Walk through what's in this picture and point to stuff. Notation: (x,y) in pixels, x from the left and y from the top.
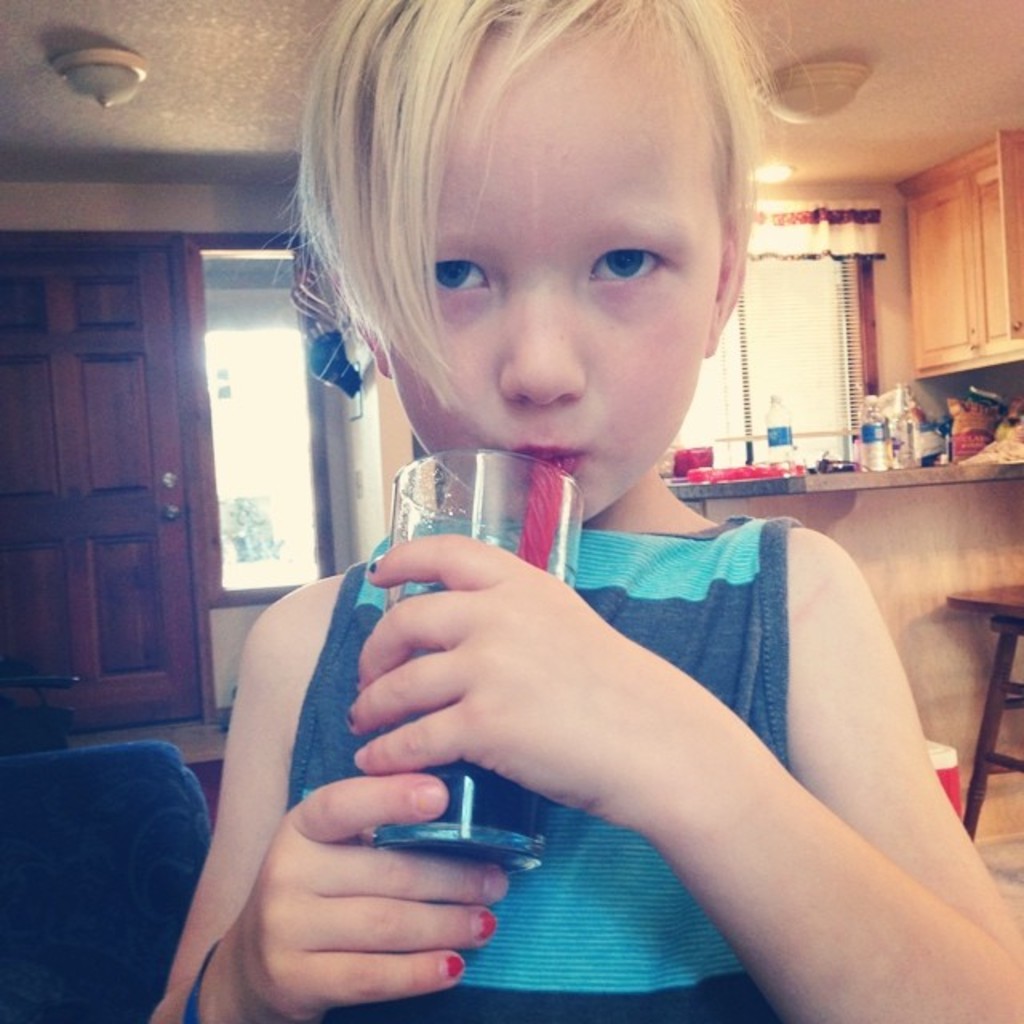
There is a girl (428,343) holding a glass (495,818) with a drink (491,799) and drinking with a straw (549,490). In the back (322,417) there are windows (277,431), door (148,398) and curtains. There is a platform (806,479). On that there are bottles (876,419) and many other items (921,417). On the right side (984,264) there is a cupboard (987,287) and stool (1002,617). On the ceiling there are lights (783,118).
